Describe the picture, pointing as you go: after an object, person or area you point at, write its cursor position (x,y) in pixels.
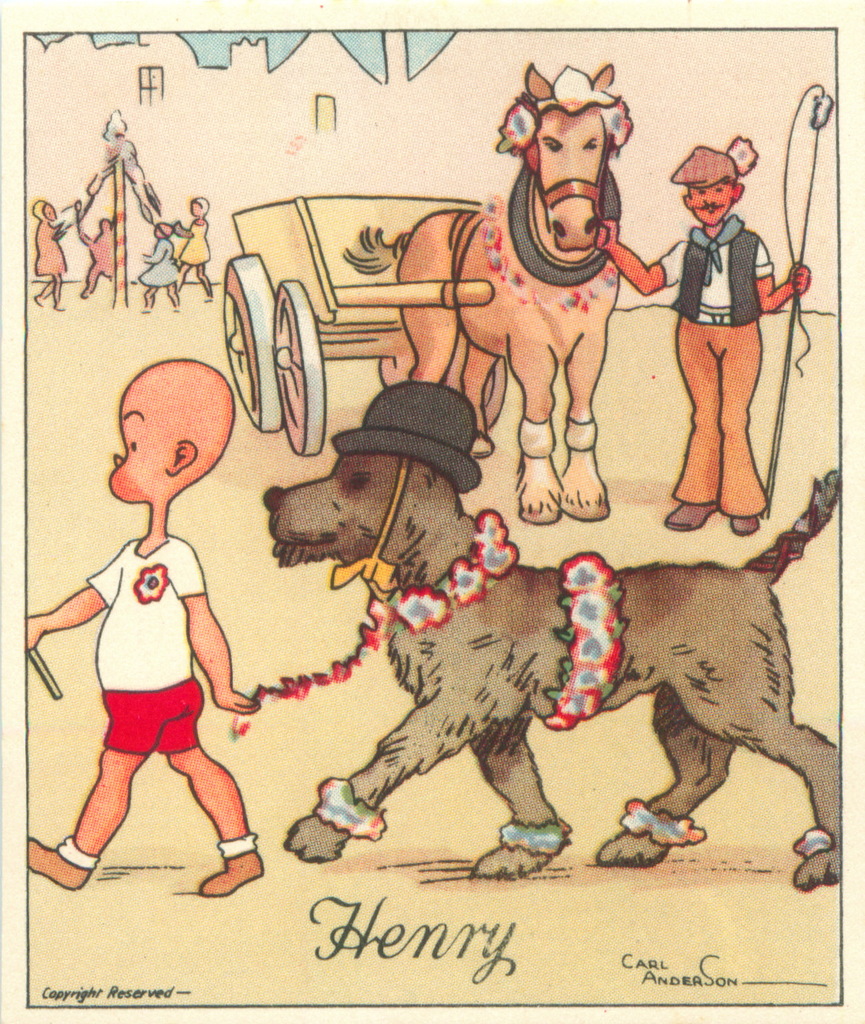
This is a poster (626,725) having a painting (603,724) and texts (778,981). In this painting (483,702), we can see there is a boy (144,484) in a white color t-shirt (144,570), holding a belt (237,730), which is tied to the neck (422,570) of a dog (464,539) and walking on the road (391,868). In the background (699,231), there is a person (696,297) standing and holding a belt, which is tied to the neck (509,265) of a horse (457,266), there are children (175,223) playing and there is a building (180,77).
